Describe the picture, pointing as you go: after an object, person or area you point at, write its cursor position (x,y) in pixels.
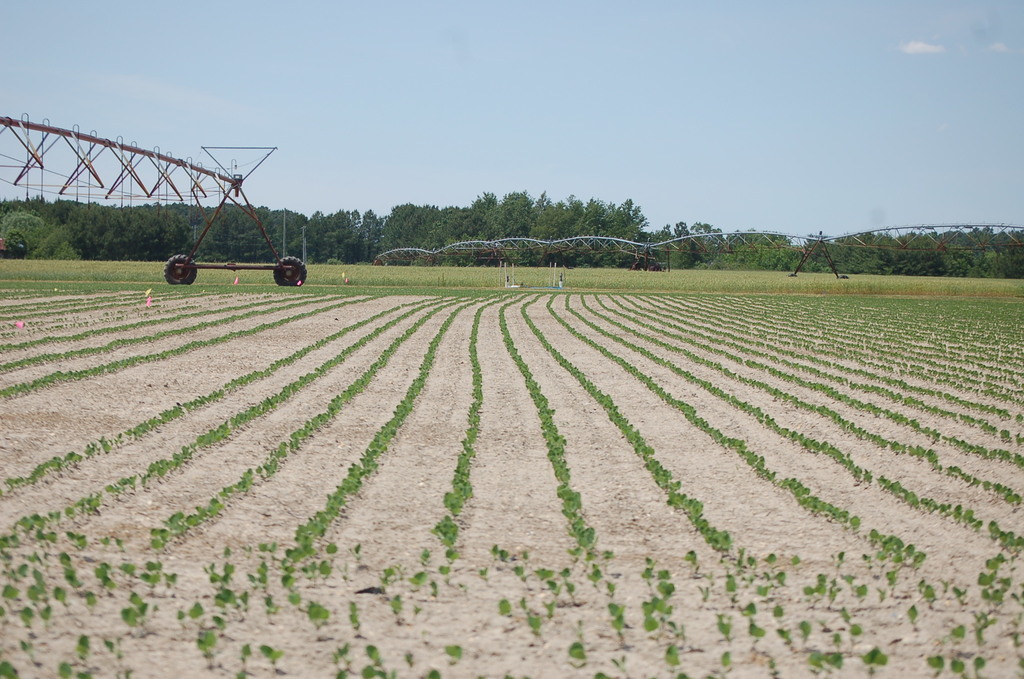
In this image there are crops (480,378). Behind the crops (279,301) there are metal rod structures (897,242) with tires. In the background of the image (711,242) there are trees (15,215). At the top of the image (780,107) there is sky (756,144).
